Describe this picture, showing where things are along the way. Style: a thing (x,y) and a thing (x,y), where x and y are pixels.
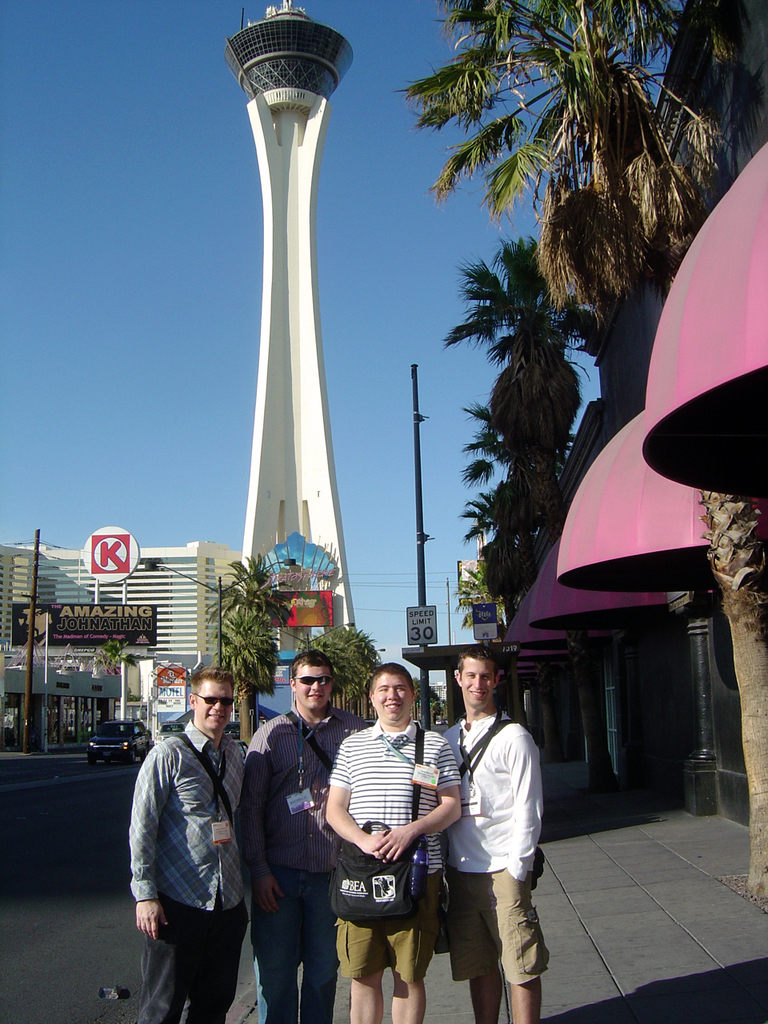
In this image, we can see some people (226,862) standing and there is a green tree (733,631), we can see a building (700,594), at the top (64,301) there is a blue sky (62,256).
